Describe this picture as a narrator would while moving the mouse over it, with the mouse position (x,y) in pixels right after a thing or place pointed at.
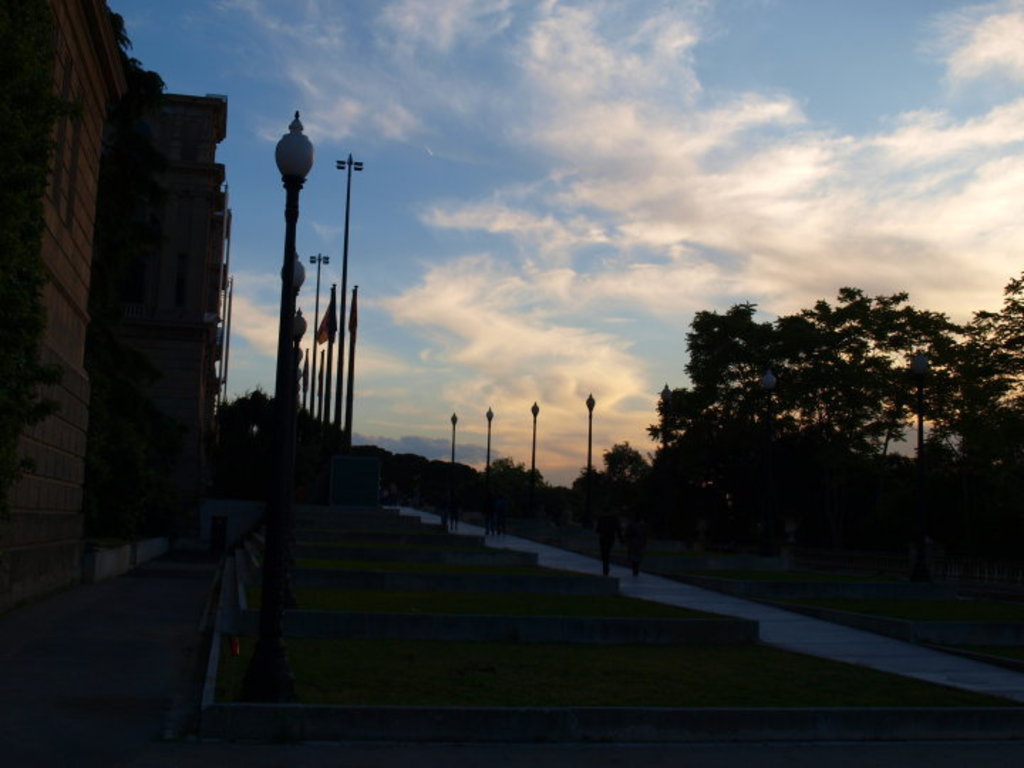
At the bottom of the image (414,671) there are steps (464,573). And also there are poles (340,434) with lamps (295,327) and flags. In the background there are trees (812,374). And on the left side of the image (74,316) there is a building (82,219). At the top of the image (551,111) there is sky (485,155) with clouds (734,142).
